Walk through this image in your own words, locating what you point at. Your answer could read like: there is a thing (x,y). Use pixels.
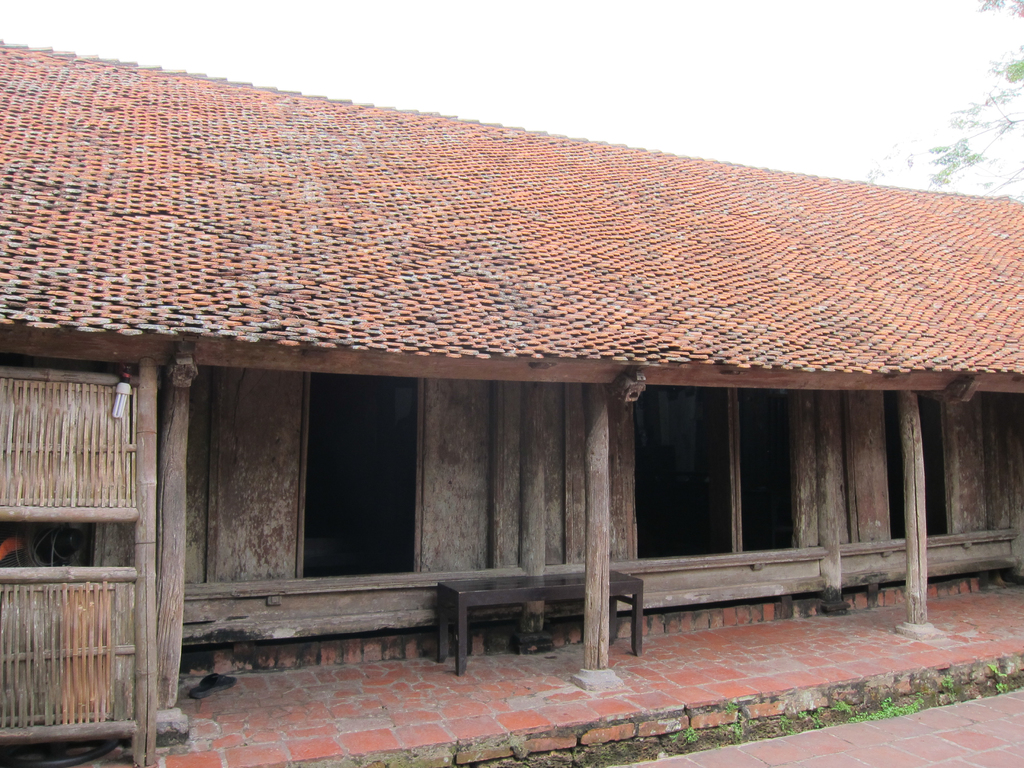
In the picture I can see wooden house (392,632), light bulb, wooden bench (579,589), bricks (527,731), roof (272,271), a tree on the right side (898,149) and the sky (341,84) in the background of the image (569,114).
